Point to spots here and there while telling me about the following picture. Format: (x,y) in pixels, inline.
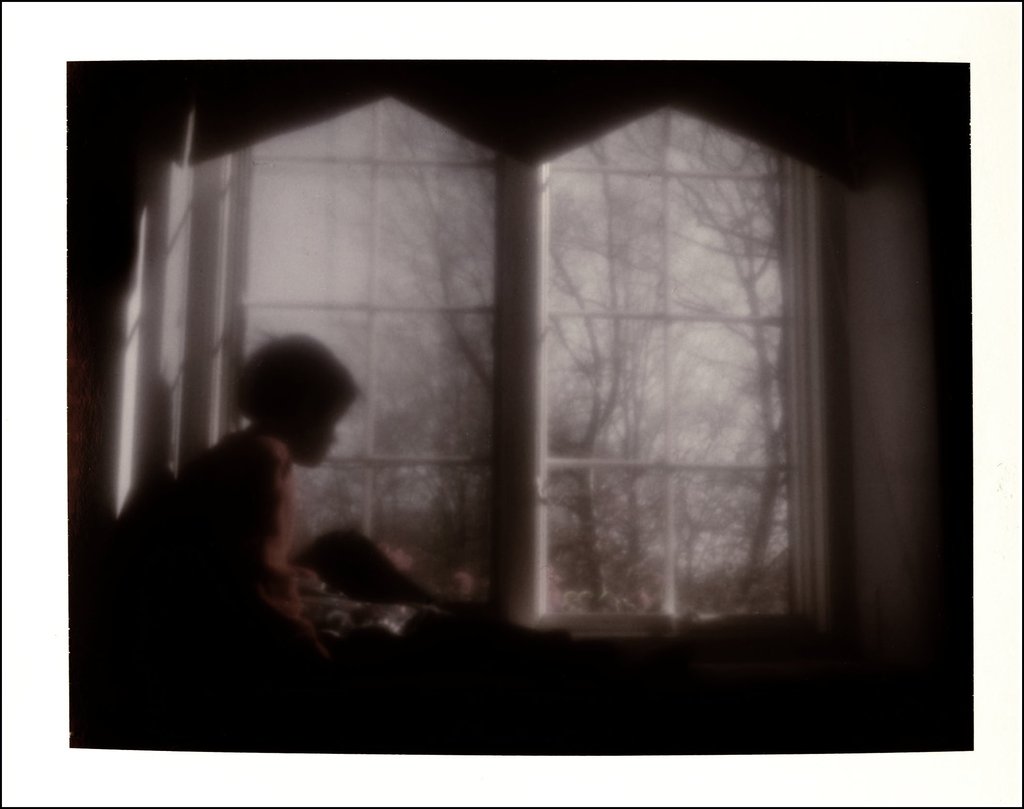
In this picture there is a small girl (310,571) on the left side of the image (304,408) and there is a window (224,347) in front of her and there are trees (473,439) outside the window (239,332).
